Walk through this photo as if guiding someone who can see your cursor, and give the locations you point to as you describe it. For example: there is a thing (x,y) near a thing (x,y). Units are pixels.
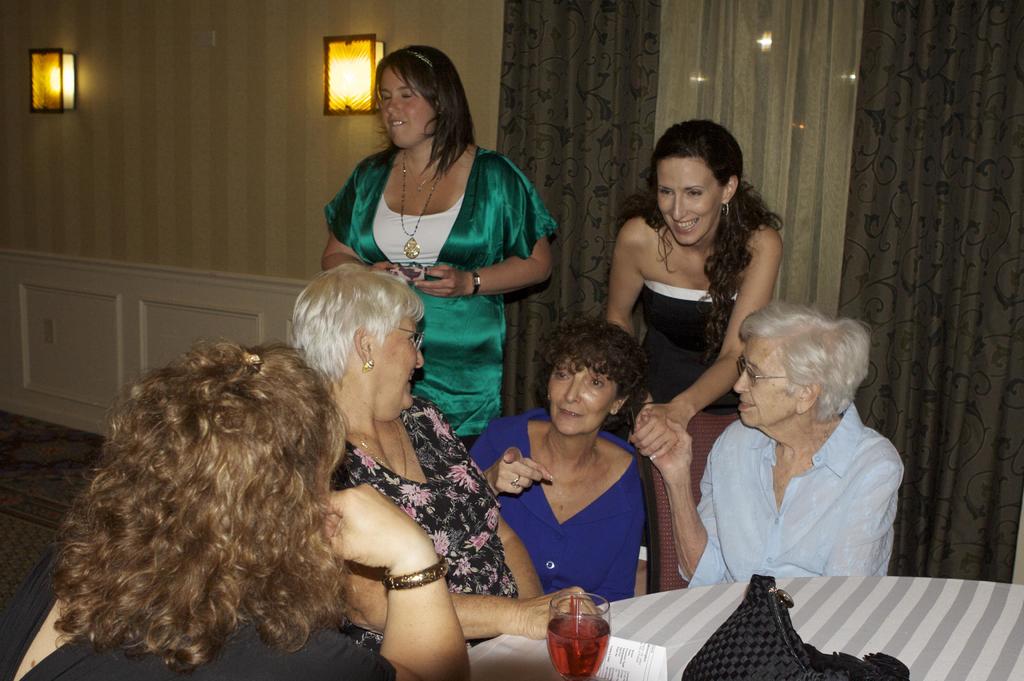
This is an inside view. Here I can see four women (496,464) sitting on the chairs (649,512) around the table (855,607). This table (869,624) is covered with a cloth (866,592) on which a glass (577,651), bag (765,644) and a paper (622,657) are placed. At the back (406,238) two women (460,262) are standing. In the background (212,197) there is a wall (196,218) on which two lights (341,69) are attached. On the right side (916,174) there is a curtain (871,165).
